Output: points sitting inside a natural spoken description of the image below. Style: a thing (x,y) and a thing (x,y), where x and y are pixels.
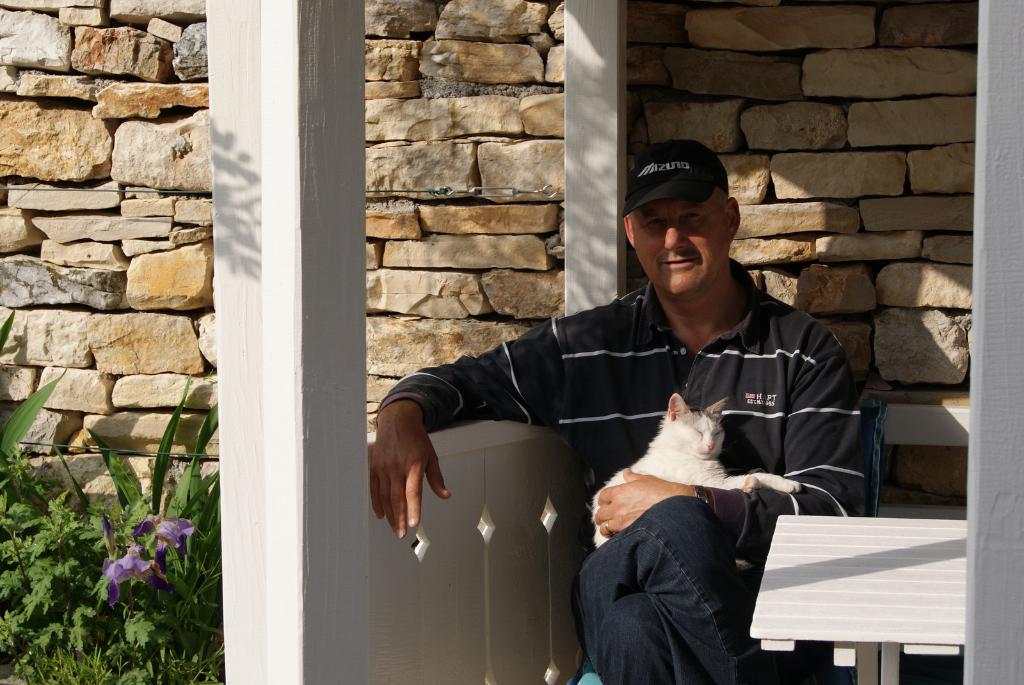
In this image a person (701,385) wearing black color shirt (772,395) holding a pussy cat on his lap (684,516) and at the left side of the image (139,514) there are plants (111,575) and stones (395,212) at the background of the image (457,184).
